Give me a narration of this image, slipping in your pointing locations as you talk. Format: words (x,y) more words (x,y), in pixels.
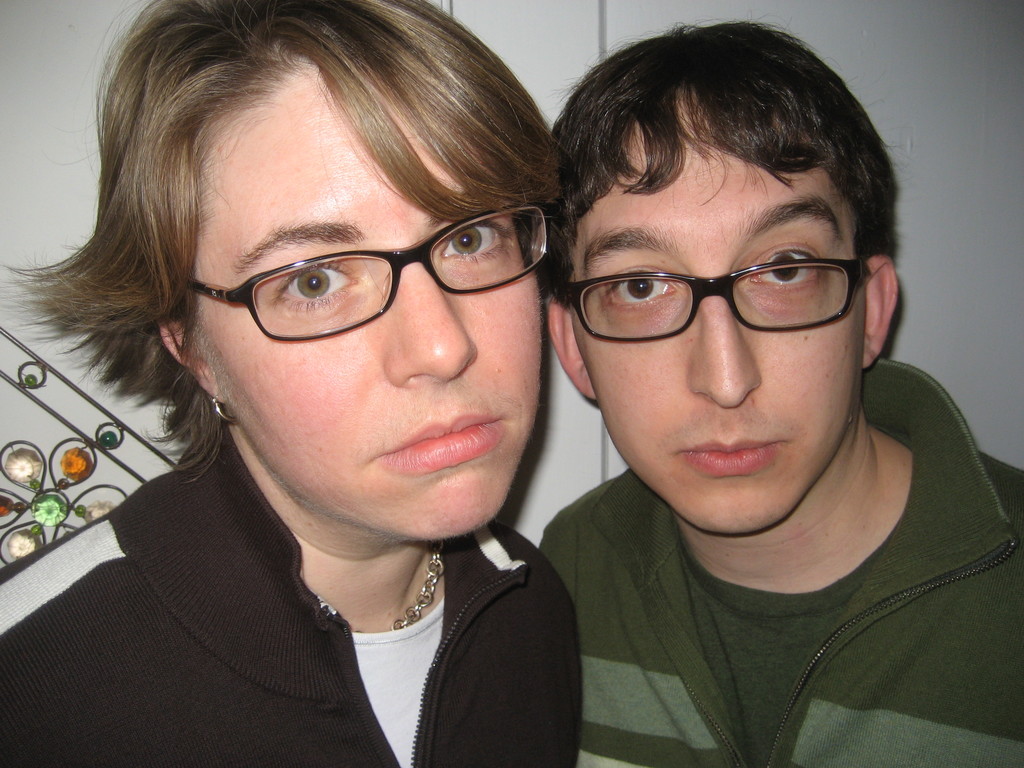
Here I can see two persons (346,625) wearing jackets (166,689), spectacles (662,319) and looking at the picture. At the back of these people (890,200) there is a wall (913,134). On the left side (27,546) there are few colorful stones (74,457) on a white surface (53,422).
